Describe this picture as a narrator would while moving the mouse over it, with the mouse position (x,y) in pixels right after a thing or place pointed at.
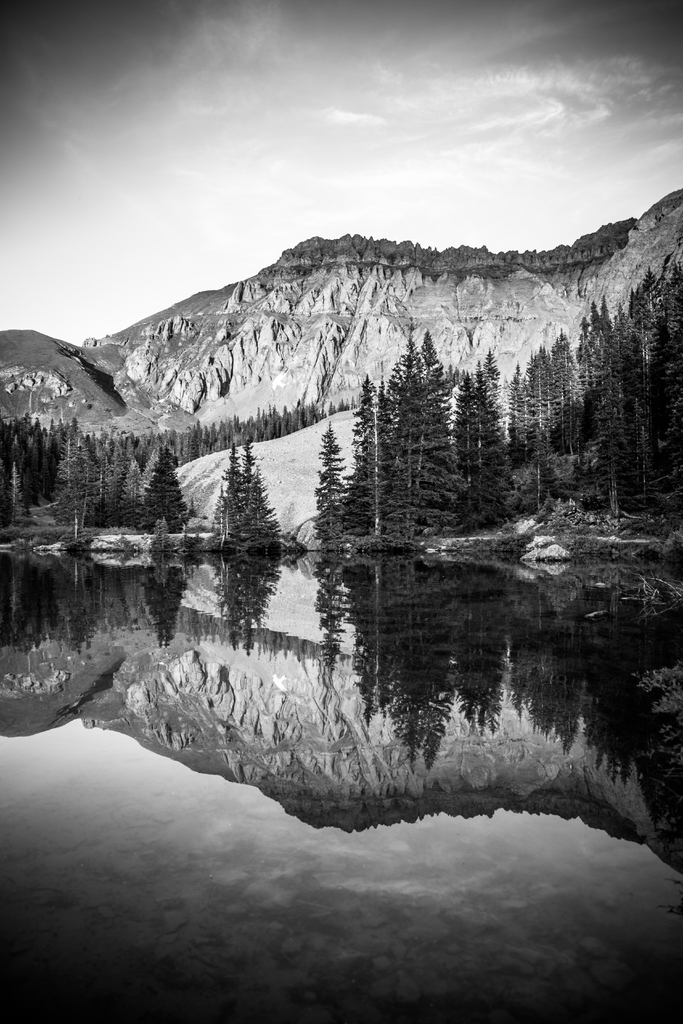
In this image on the foreground (329,681) there is water body (284,788). On it we can see reflection (311,694) of mountain (260,693), trees (416,610). In the background (261,534) there is mountain (285,448) and trees (398,424).
